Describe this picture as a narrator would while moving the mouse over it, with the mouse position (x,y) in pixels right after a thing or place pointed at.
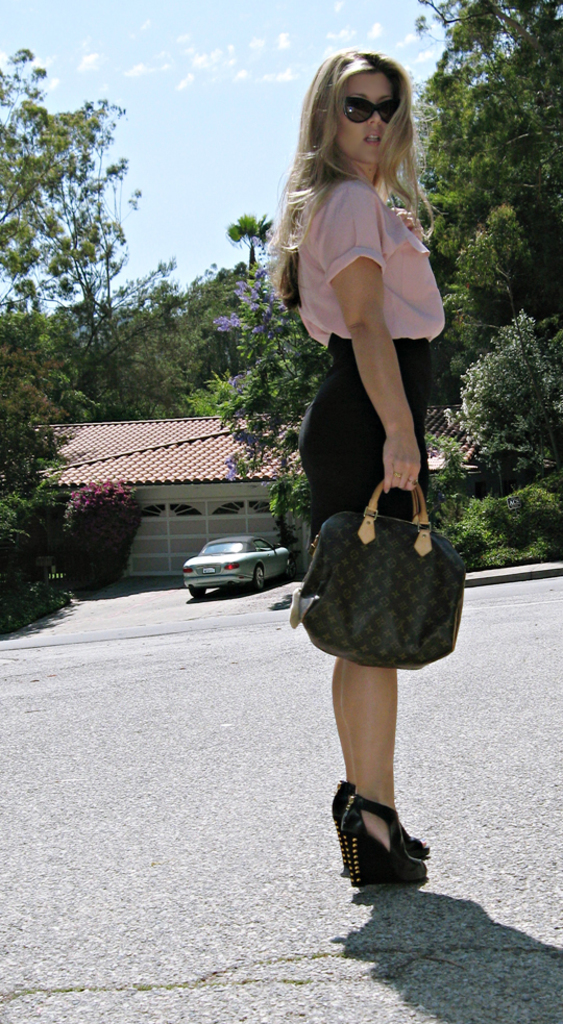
In the image we can see one woman (309,298) standing and holding handbag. In the background (296,113) there is a sky (226,148), clouds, trees (551,263), house (159,535), plant (14,564) and car (240,547).
